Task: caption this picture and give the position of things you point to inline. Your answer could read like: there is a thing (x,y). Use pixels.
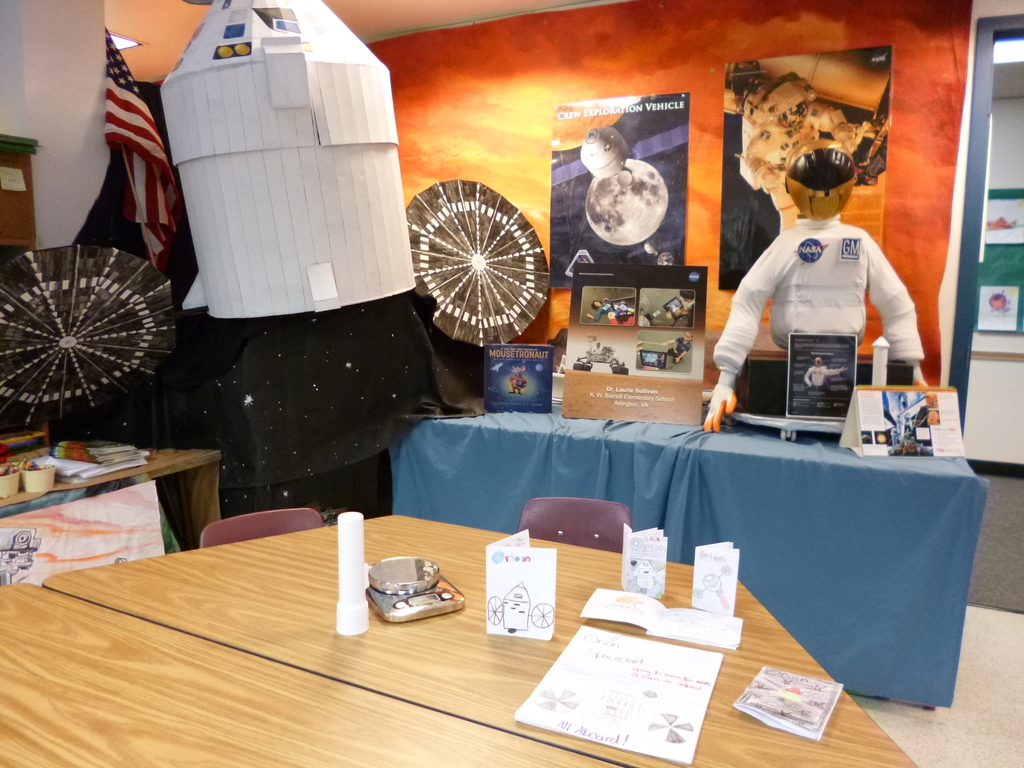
A few papers (537,573) with drawings (532,615), digital weighing machine (400,601) and a torch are on table (466,668) with two chairs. There are some crafts (328,169) made up of cardboard (316,289), few wall papers (592,253) on the wall (695,214) and models (788,316) representing the space exploration are behind the table (435,631).
